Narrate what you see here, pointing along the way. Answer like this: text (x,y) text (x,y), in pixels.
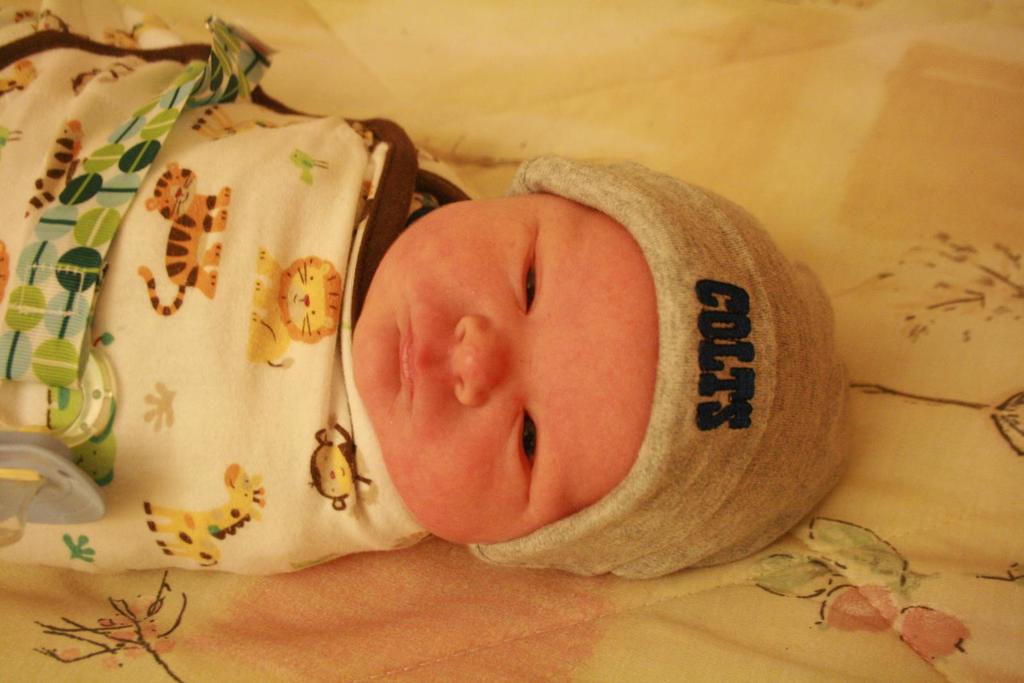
In this image we can see a baby (579,475) on the bed (483,613). There is a cap (709,357) on the head (503,336).
